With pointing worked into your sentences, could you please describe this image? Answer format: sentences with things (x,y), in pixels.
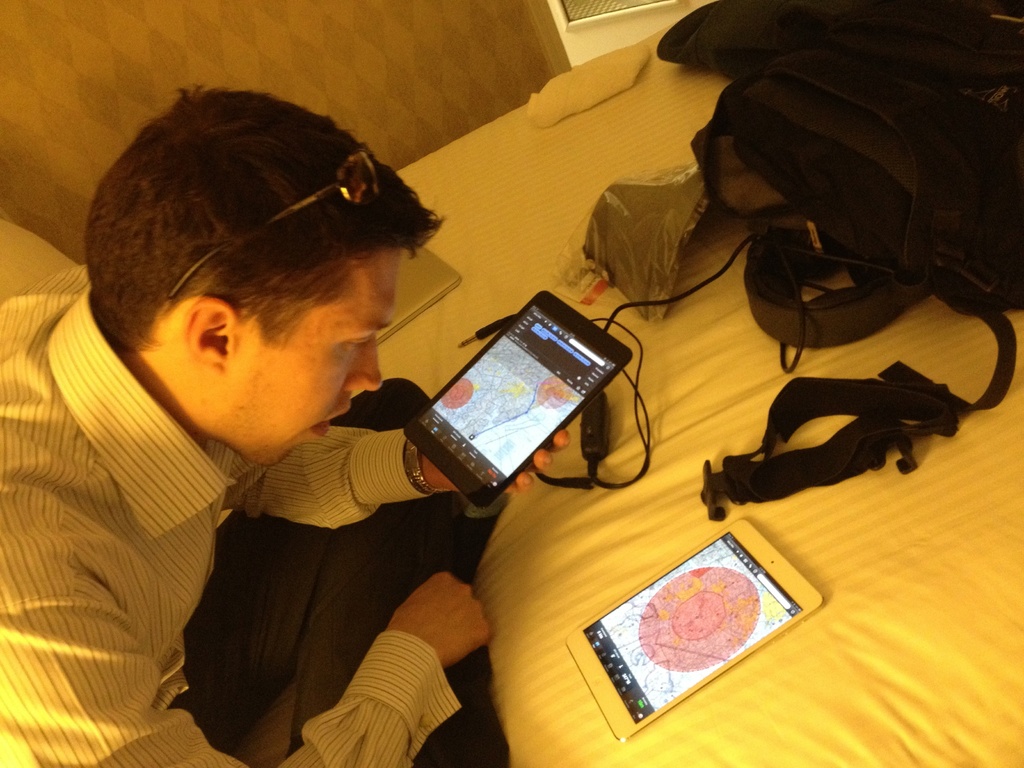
In this image there is a man (214,506) sitting on the bed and holding a tablet (464,404) in his hands (560,444). This is the laptop (427,286) and bags (857,191) placed on the bed (873,519).
